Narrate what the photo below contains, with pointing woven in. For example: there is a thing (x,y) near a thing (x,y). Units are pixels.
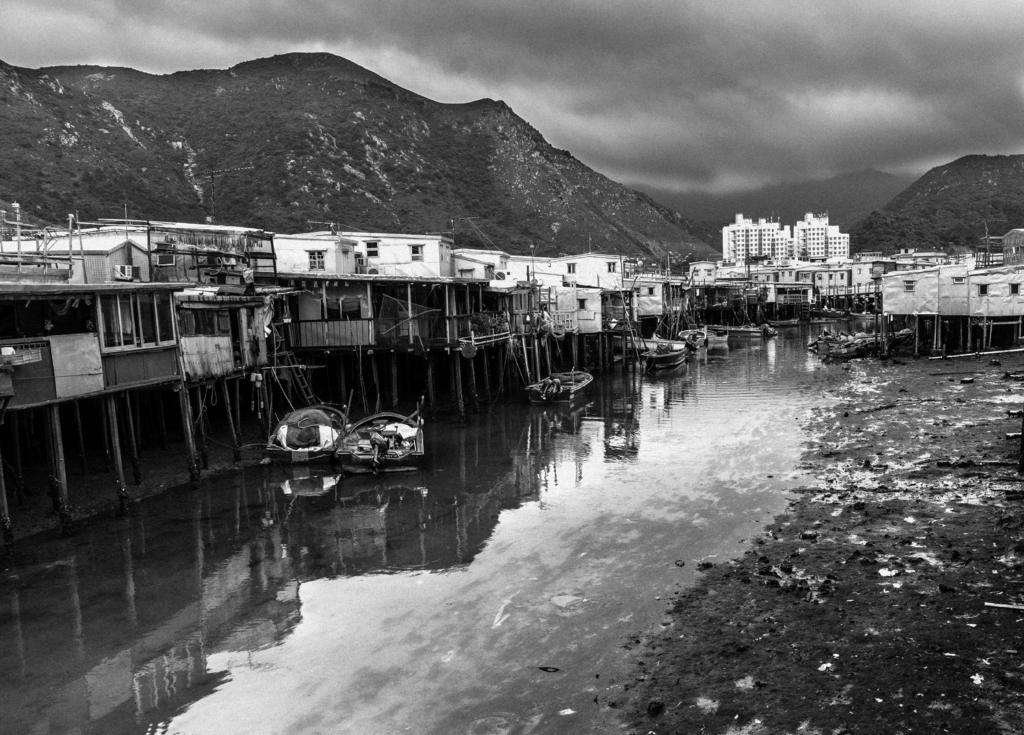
In this picture I can see the water (576,501) in front (763,430), on which there are few boats (318,418) and I see number of buildings (73,240). In the background (133,215) I can see the mountains (118,67) and I see the cloudy sky (658,77).
